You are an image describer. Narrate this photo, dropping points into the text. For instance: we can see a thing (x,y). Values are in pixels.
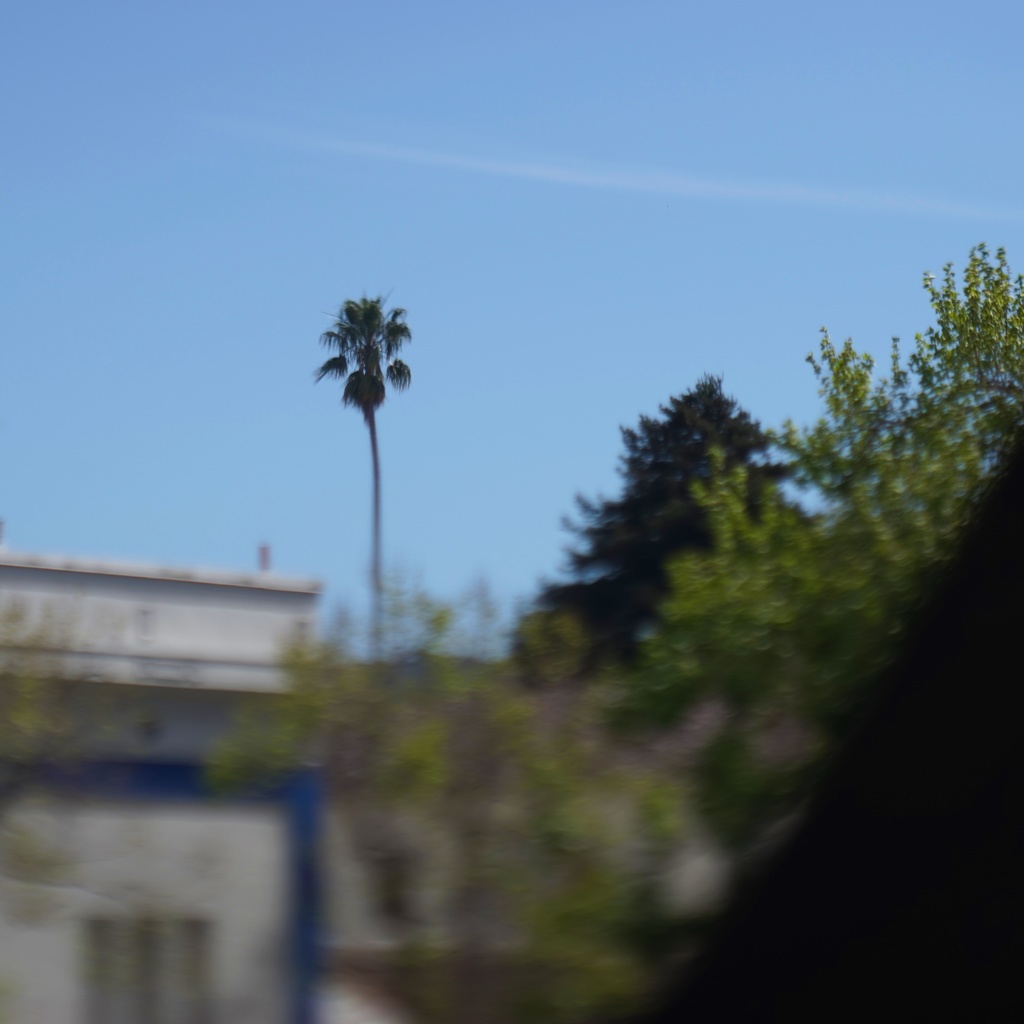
In this image we can see trees (445,669) and a building (199,840). At the top of the image (416,194), we can see the sky (431,234).
